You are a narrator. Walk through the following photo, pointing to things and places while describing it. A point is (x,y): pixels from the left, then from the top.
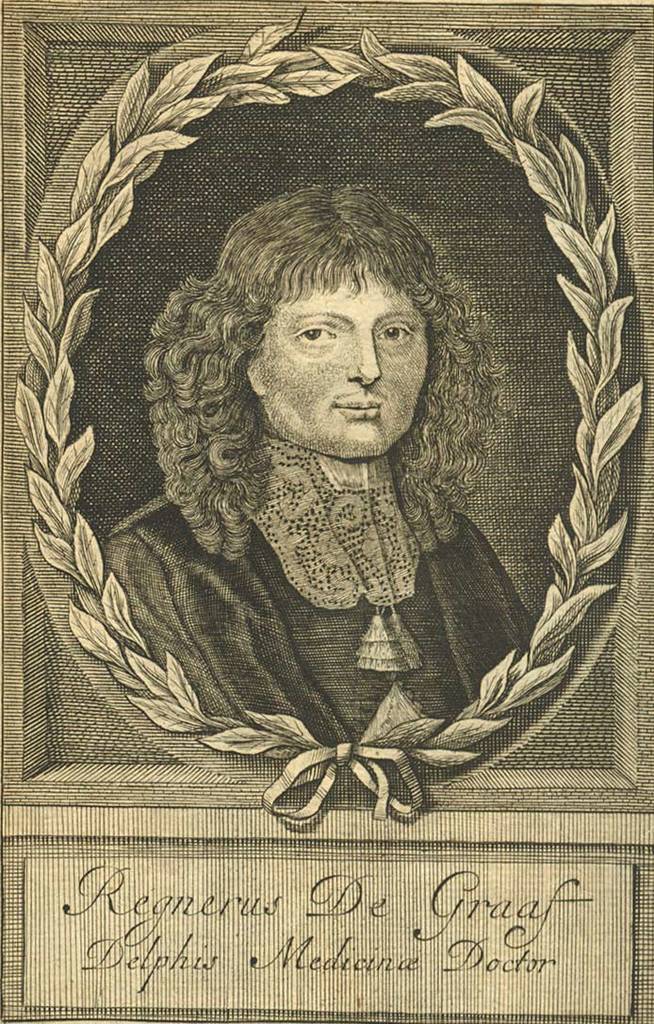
It is a poster (233,450). In this image there is a depiction of a person (311,611) with some text (557,889) on it.
